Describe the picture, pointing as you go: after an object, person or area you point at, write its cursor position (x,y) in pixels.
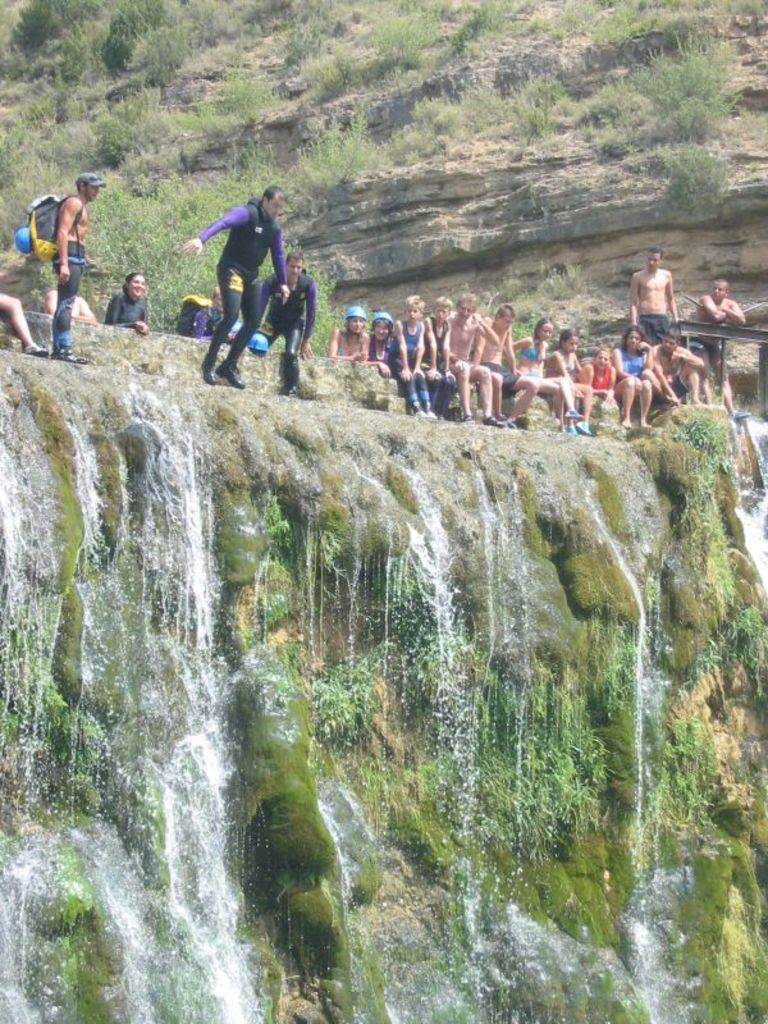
In this image I can see few people (330,348) are sitting on the rock (336,439). I can see the waterfall (172,464), green grass (94,239) and a rock (688,307).
